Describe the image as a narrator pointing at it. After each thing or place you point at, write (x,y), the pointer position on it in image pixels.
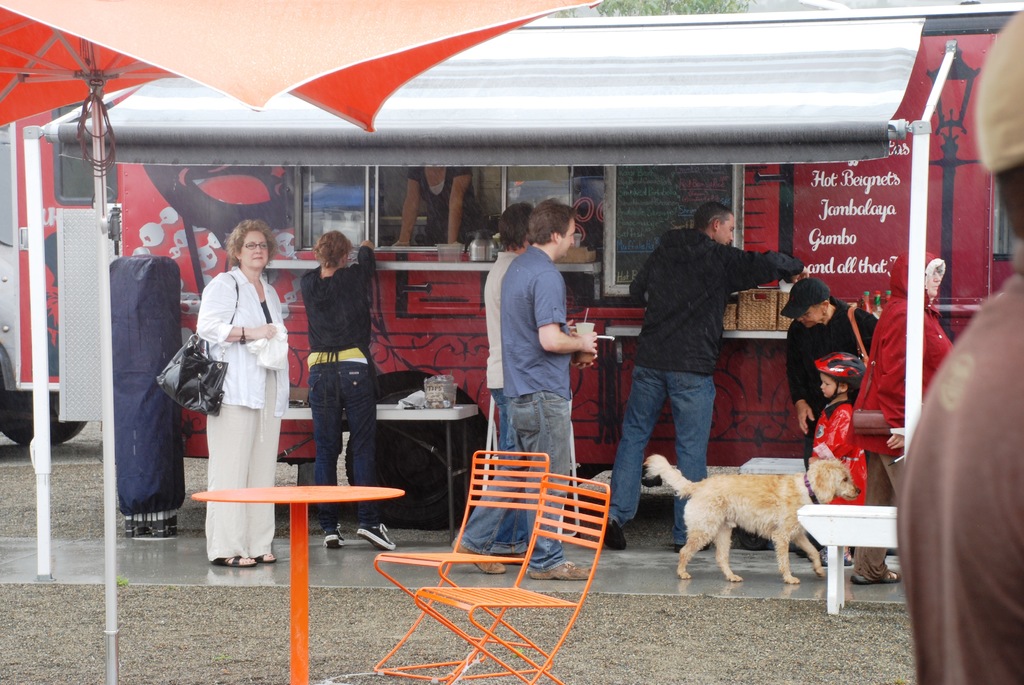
In this image there are some persons (215,480) who are standing at the food court (478,278) and at the foreground of the image (293,519) there are chairs (430,610) and table (404,495).
